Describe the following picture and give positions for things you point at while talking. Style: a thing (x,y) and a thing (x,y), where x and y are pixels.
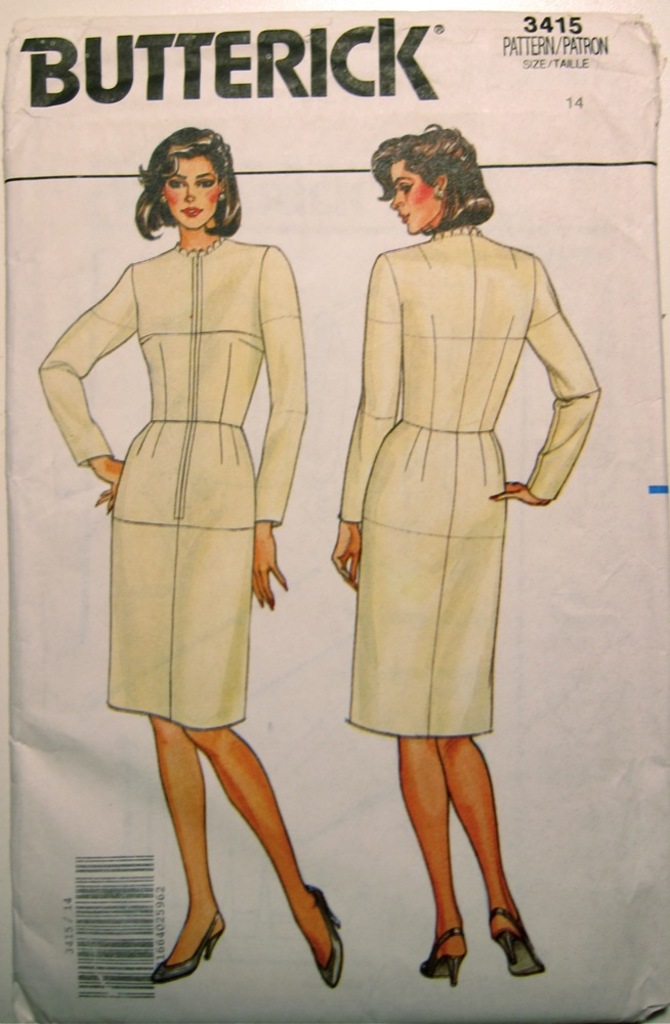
In this picture there is a poster (467,441) in the image, on which there is a girl (443,869).
